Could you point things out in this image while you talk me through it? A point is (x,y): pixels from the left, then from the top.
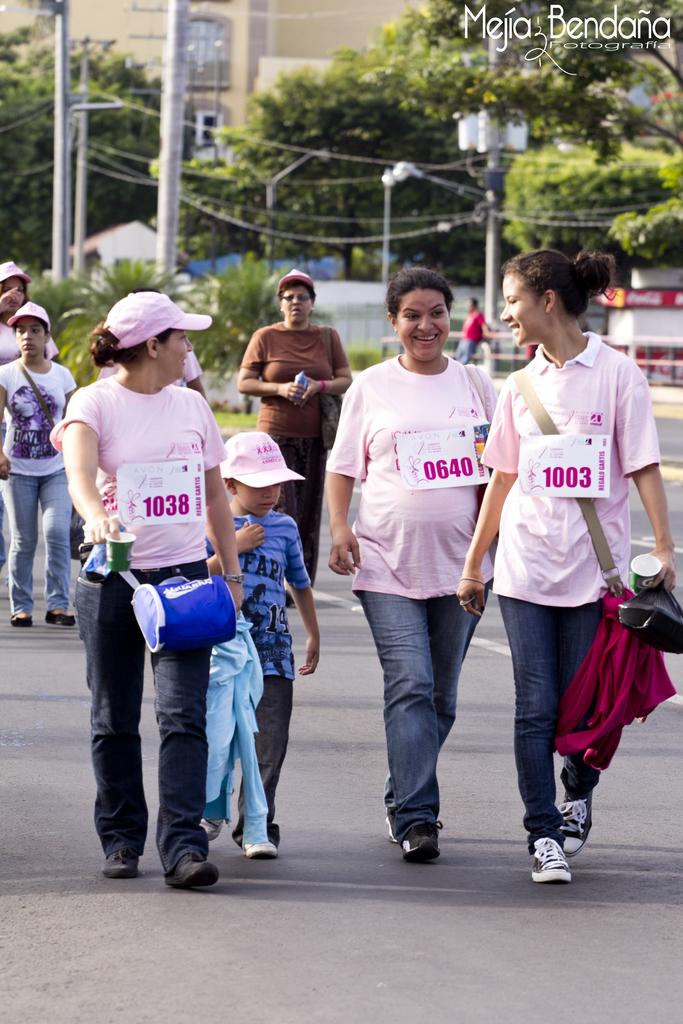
In this image I can see the group of people (457,451) walking on the road (306,921). These people (313,558) are wearing the different color dresses (202,565) and few people (128,302) with pink color caps (181,327). I can see few people (235,600) are with bags (171,591). To the side of the road (347,685) I can see many poles (63,220). In the background (329,199) there are trees (329,199) and building (313,55).
